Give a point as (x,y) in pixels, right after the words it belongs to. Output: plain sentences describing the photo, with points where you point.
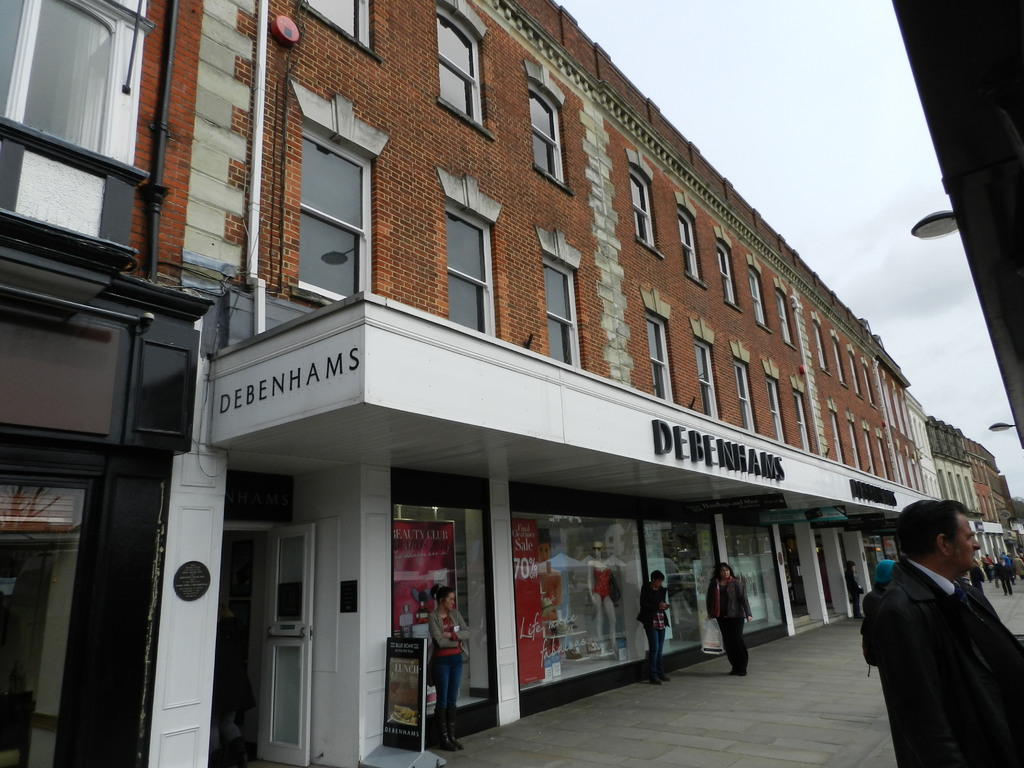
In this picture we can see a few people (741,612) on the path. There are lights (922,227) on the right side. We can see a few posts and mannequin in a building (515,327) on the left side (199,526). We can see some buildings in the background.
